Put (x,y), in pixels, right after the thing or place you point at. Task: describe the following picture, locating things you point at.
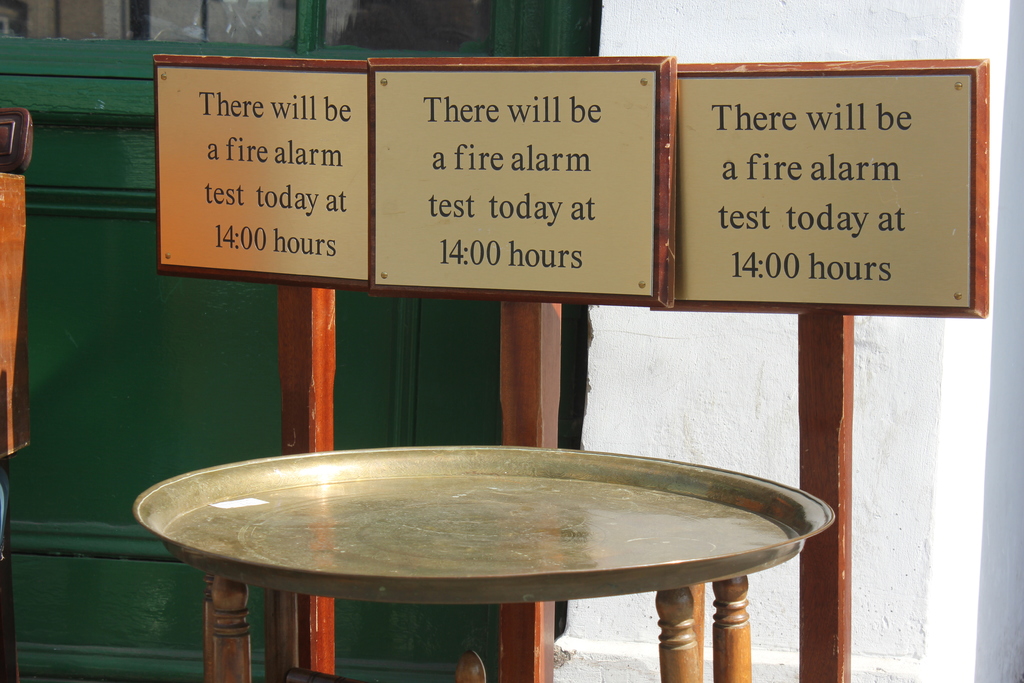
In this image I can see a table (367,556). In the background (423,216), I can see some boards (479,199) with some text (544,198) written on it. I can see the wall (752,34).
